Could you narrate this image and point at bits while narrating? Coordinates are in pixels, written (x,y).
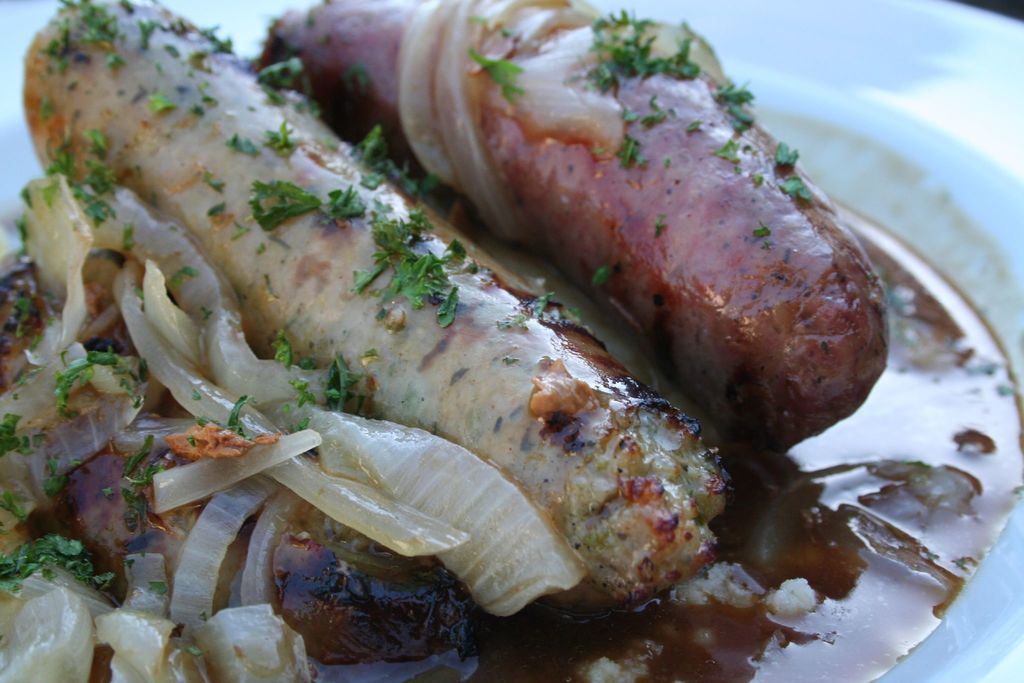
In this image we can see a plate (891,217) of food (899,270) with the sausages (682,147).
